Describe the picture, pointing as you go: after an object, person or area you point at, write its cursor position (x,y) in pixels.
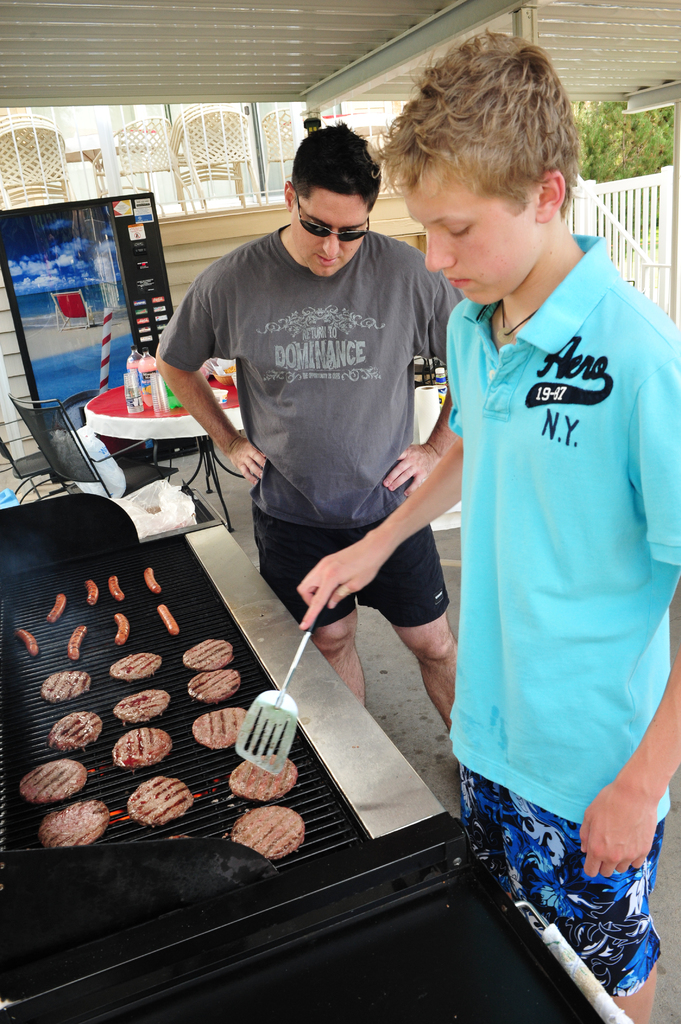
In this image, we can see two people (463,532) are standing. Here a person (540,501) is holding a spatula (294,659). At the bottom (340,955), we can see barbecue (350,969). Few eatable things (251,777), hot dogs (161,618) on it. Background (85,379) we can see table (214,412), chairs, few things (109,464), banners (51,325), wooden objects (668,306), rods (628,246), trees (637,156), wall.
